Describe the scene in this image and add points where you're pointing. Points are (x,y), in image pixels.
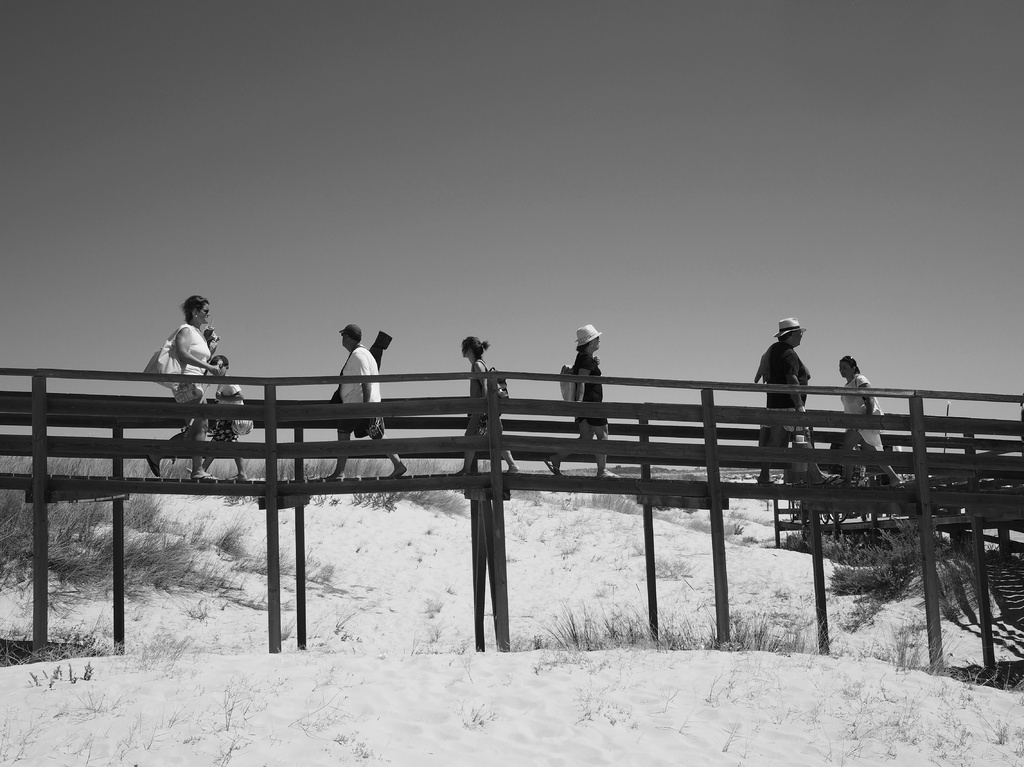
In this image we can see group of people (394,469) walking on the bridge (28,398). In the background (701,470) we can see several plants (909,540) and sky (884,258).
